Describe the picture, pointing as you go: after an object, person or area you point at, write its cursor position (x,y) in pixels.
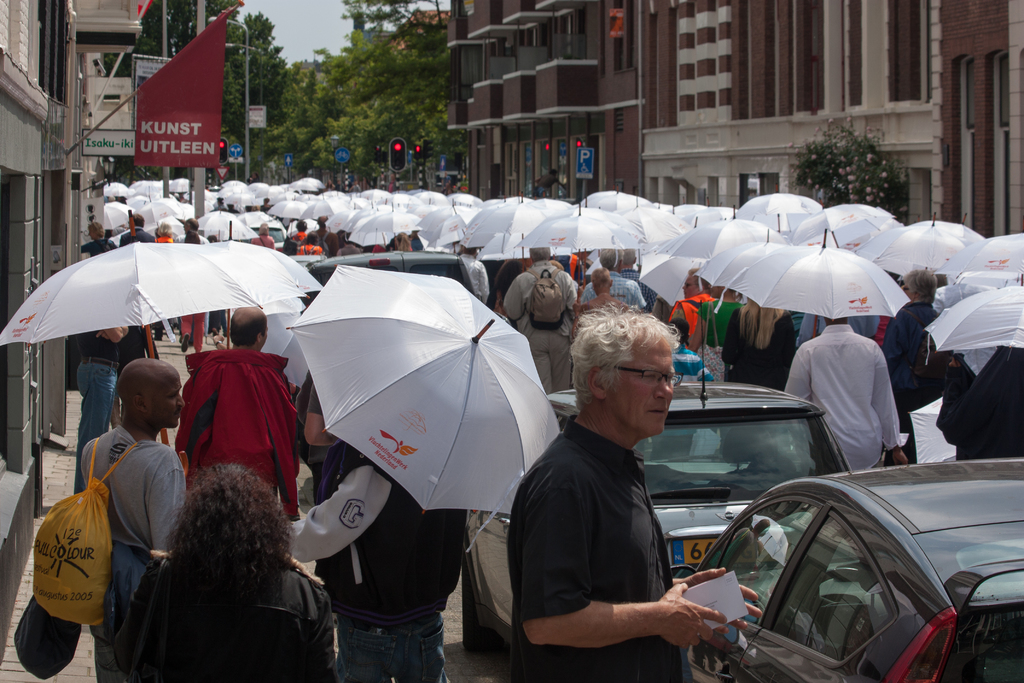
In this image there are vehicles (1000,495), group of people (295,500) standing and holding umbrellas (494,220), buildings (475,160), signal lights (431,139), sign boards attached to the poles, trees (361,74), sky (411,8).
